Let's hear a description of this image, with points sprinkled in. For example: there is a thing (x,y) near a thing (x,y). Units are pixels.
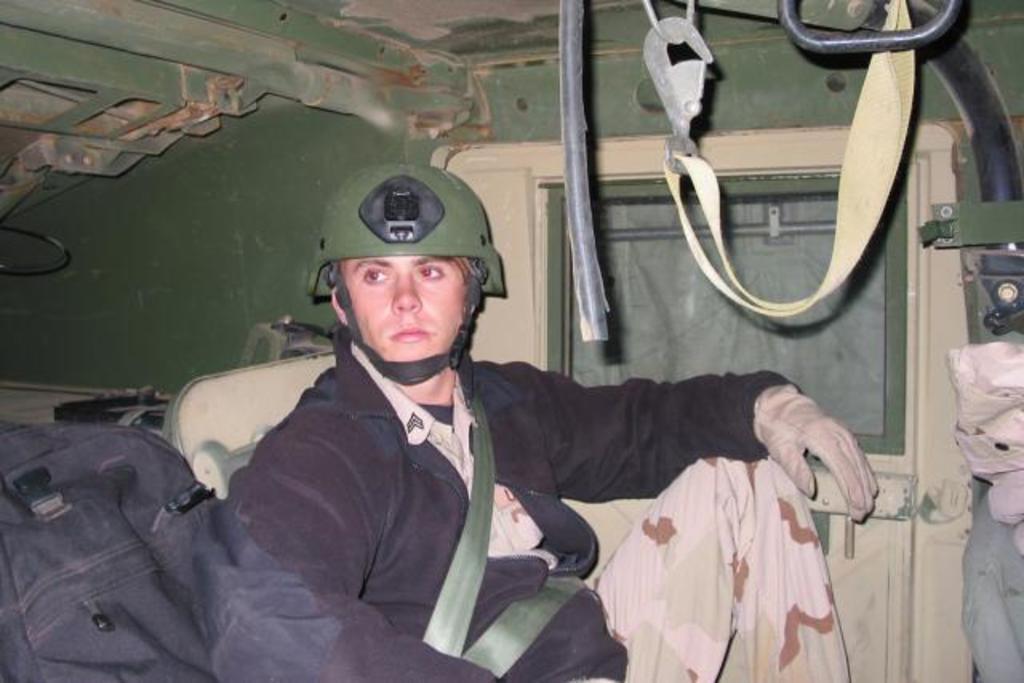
This picture might be taken inside the vehicle (884,533). In this image, in the middle (510,431), we can see a man (516,408) is sitting on the chair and he is also wearing green color helmet (451,204). On the right side (988,404), we can see some clothes (1010,351). On the left side (123,525) corner, we can see a black color bag (65,574). On the top (795,22), we can see some pipes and ropes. In the background (681,329), we can see a door (780,172) which is closed.
